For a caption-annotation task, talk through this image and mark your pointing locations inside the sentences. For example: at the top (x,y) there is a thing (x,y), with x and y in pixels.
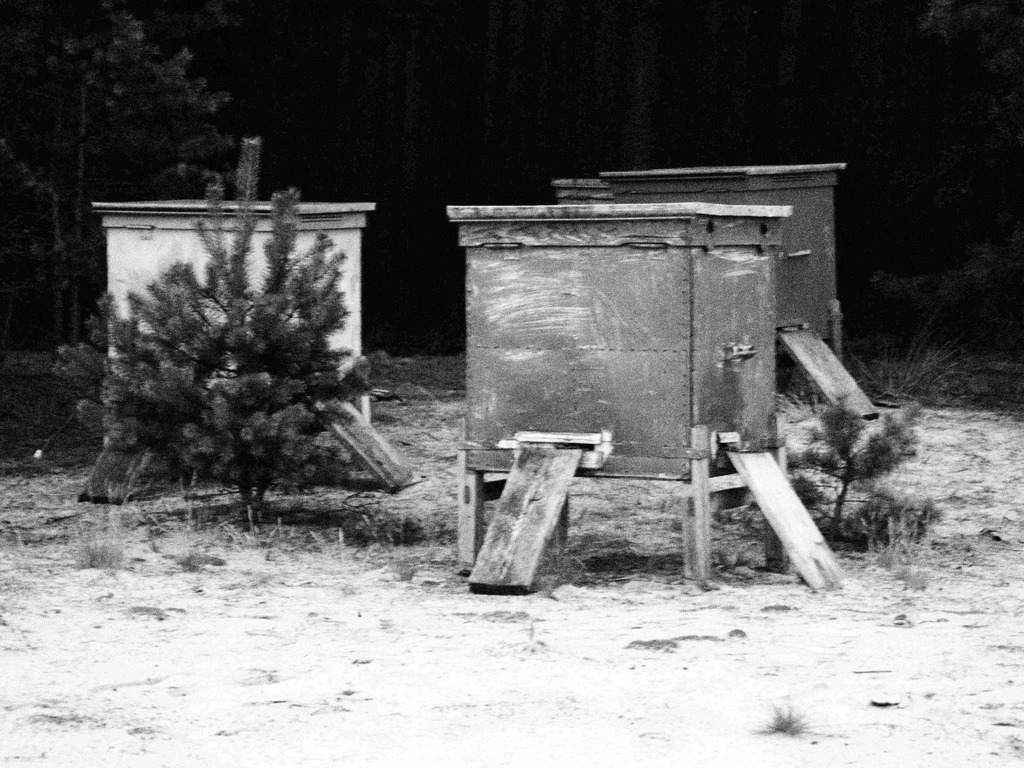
This is a black and white image where we can see wooden boxes (571,419), plants (203,365), trees (198,125) and the dark forest (427,187) in the background (601,143).
